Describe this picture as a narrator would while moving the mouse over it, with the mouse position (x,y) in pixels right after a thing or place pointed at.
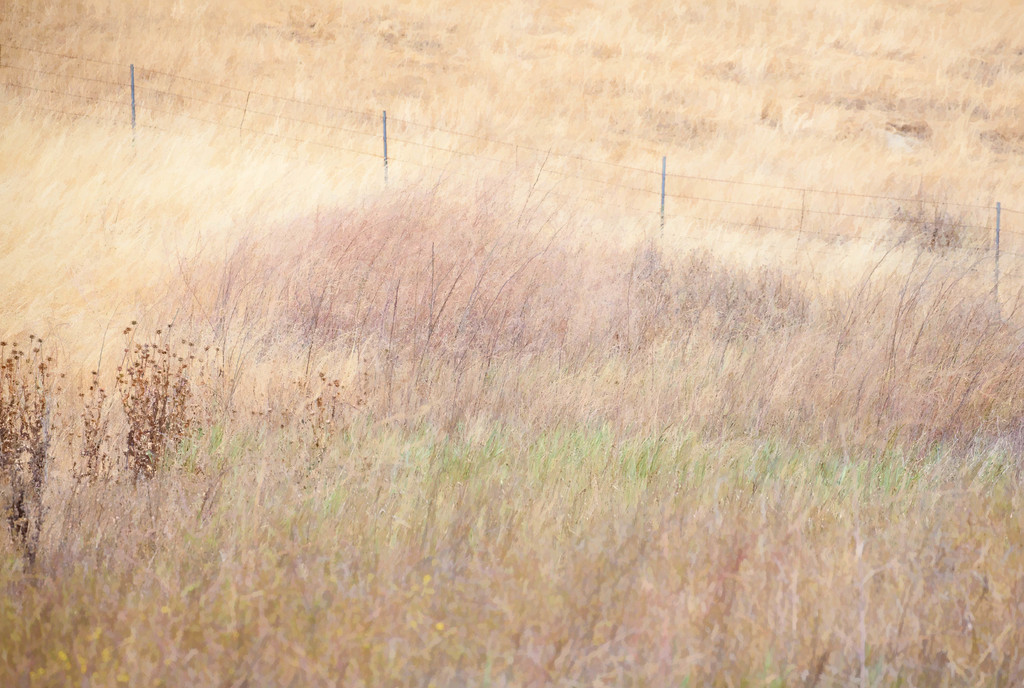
In this picture we can see fencing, plants (309,308), grass (496,420) are there.
